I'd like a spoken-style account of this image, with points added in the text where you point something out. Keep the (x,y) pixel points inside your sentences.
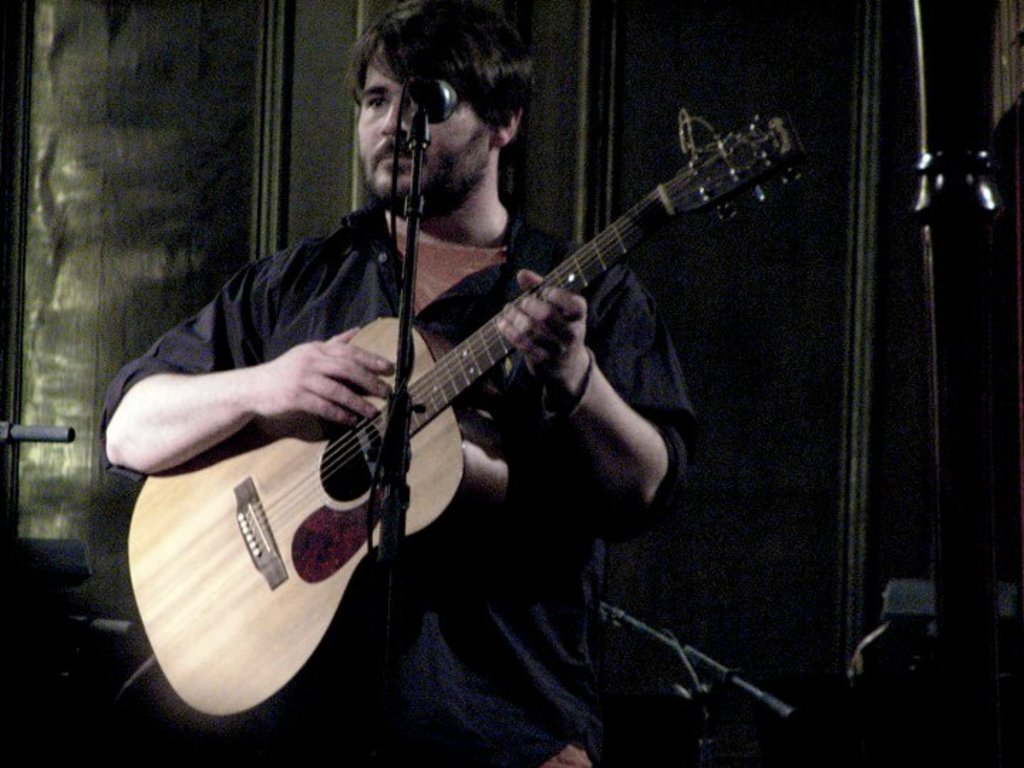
This picture shows a man (644,297) holding a guitar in his hands (525,345) we see a microphone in front of him.
